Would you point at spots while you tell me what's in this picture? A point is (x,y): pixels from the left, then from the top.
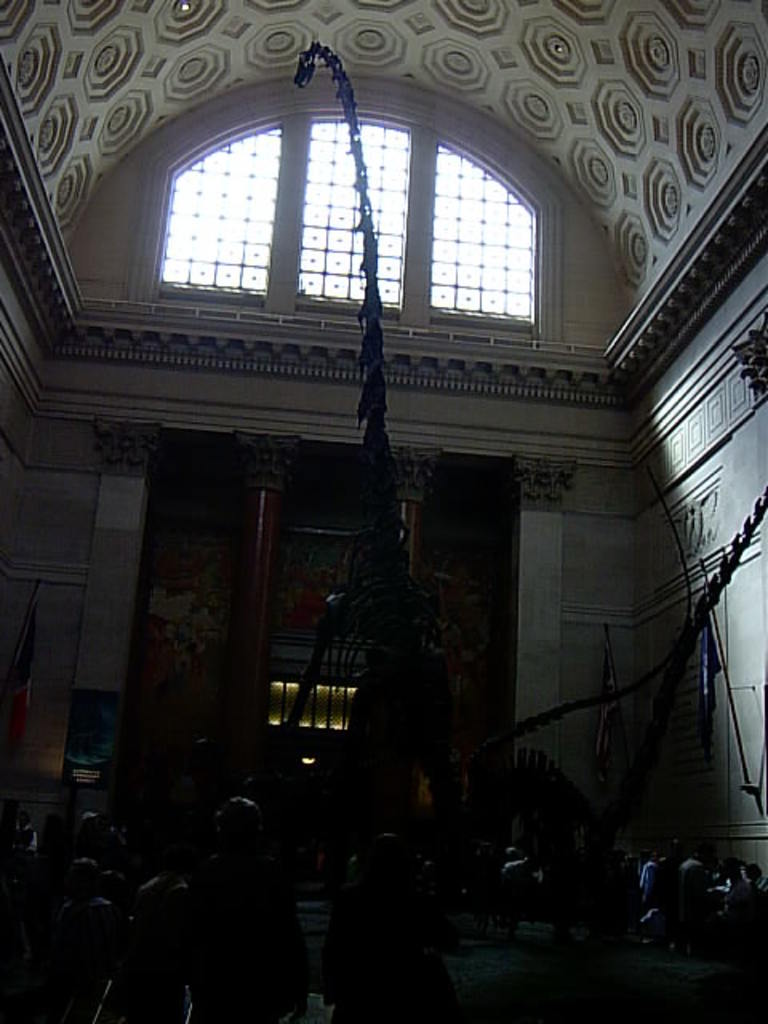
In the picture we can see a building (316,398) inside it, we can see some people (101,1023) and some people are standing and in the background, we can see a two pillars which are brown in color and top of it, we can see a ventilator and to the ceiling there are some designs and to the walls (593,688) also we can see some designs (332,583).
